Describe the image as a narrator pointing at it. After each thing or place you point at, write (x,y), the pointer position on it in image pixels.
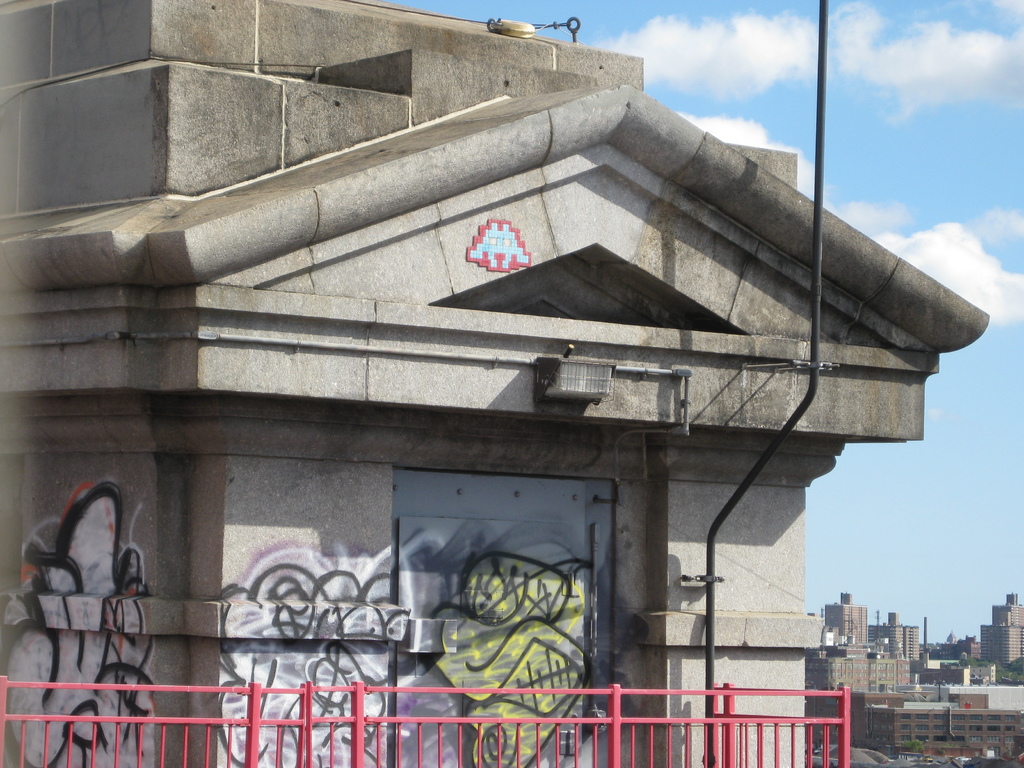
In this picture we can observe a building (430,198). We can observe graffiti art (120,638) on the walls (382,651) and door (483,630) of this building (382,634). We can observe red color railing (300,723). In the background (851,660) there are some buildings (929,649) and the sky (956,269) with clouds (775,64).
